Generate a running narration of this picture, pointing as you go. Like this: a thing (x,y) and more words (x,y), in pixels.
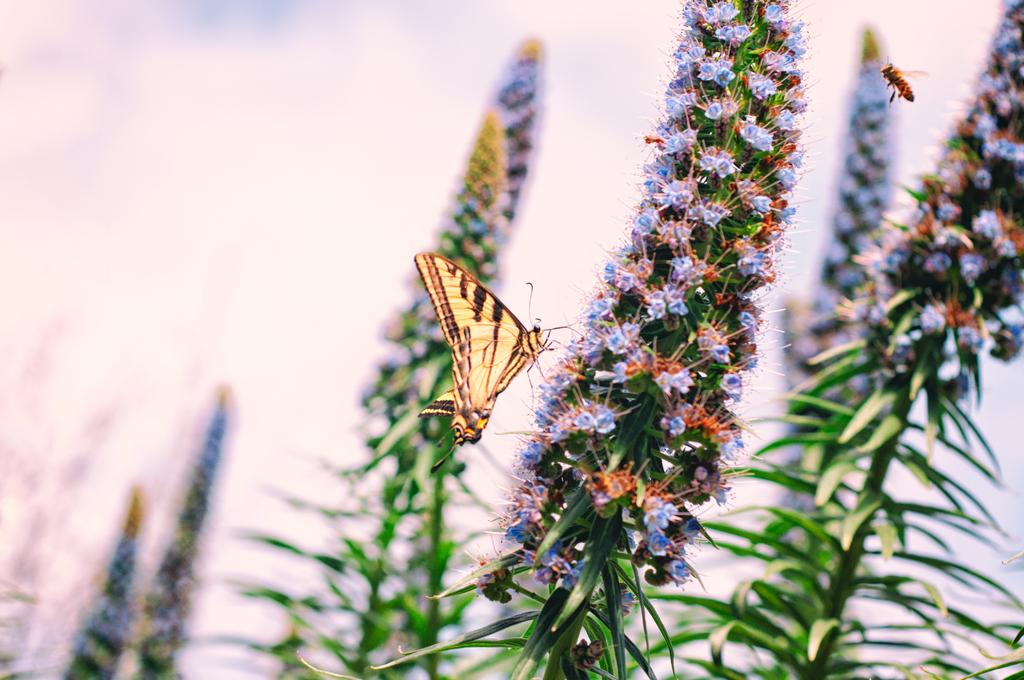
In this image there are plants (531,459). There are flower (701,295) to the plants (879,288). In the top right (901,85) there is a honey bee (905,78). In the center (518,354) there is a butterfly (477,371). The background (270,201) is blurry.
